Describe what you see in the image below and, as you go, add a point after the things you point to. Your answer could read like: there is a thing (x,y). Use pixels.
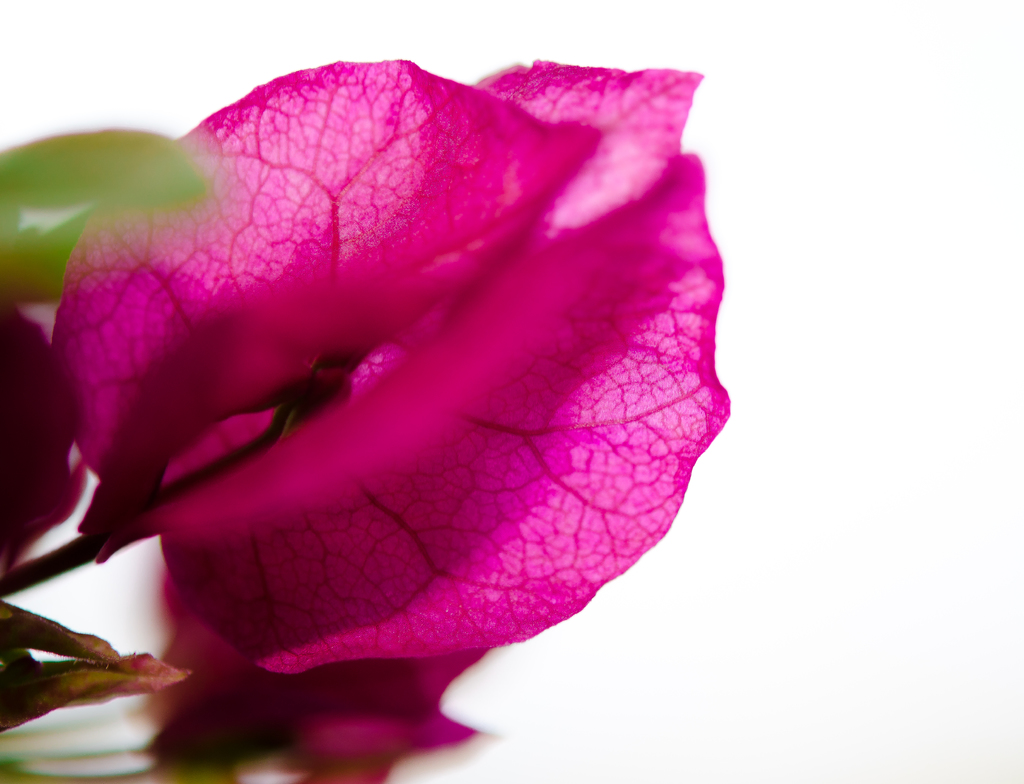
In this image, this looks like a flower (283,300), which is pink in color. I think this is a stem (76,560). The background (334,55) looks white in color.
